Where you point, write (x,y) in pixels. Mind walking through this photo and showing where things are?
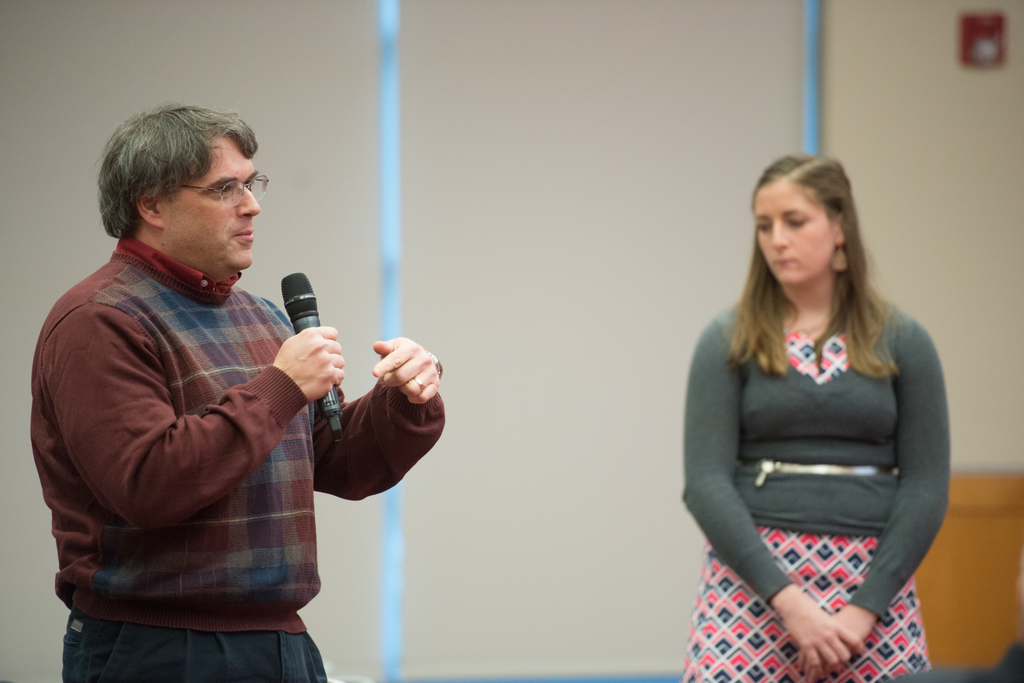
In this image i can see a man (186,338) and a woman (821,348), the man (169,346) is standing and holding a microphone (292,315) and talking at the back ground (355,237) i can see a wall (568,304).
